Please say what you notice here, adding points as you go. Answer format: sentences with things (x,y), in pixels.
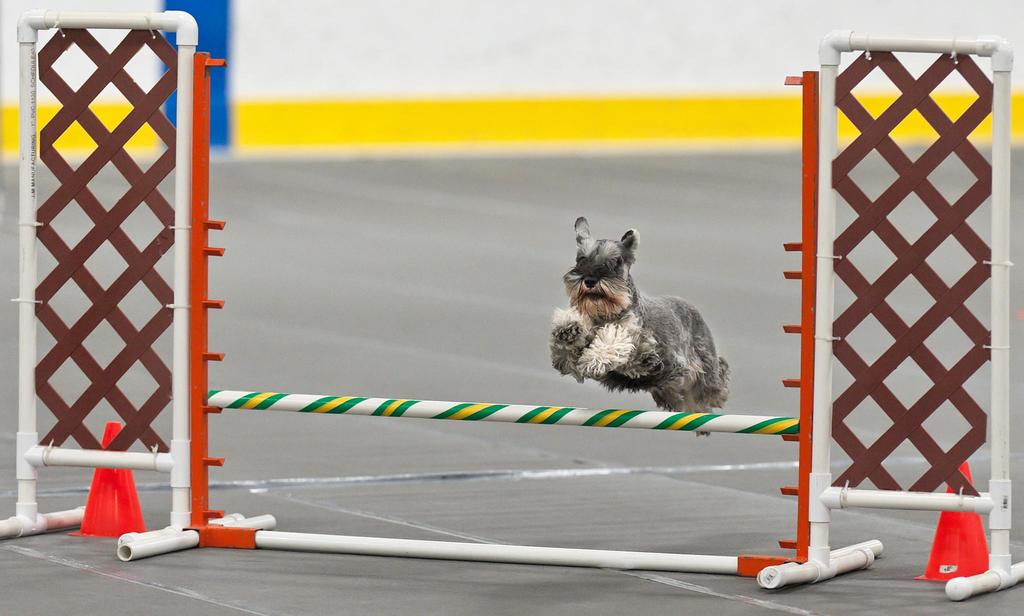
In this image we can see a dog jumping from the pole (731,424). Here we can see the stand (164,293) and the road cones (90,516) on the road (690,537). The background of the image (425,27) is slightly blurred, where we can see the wall (496,66) which is in white, yellow and blue color.
